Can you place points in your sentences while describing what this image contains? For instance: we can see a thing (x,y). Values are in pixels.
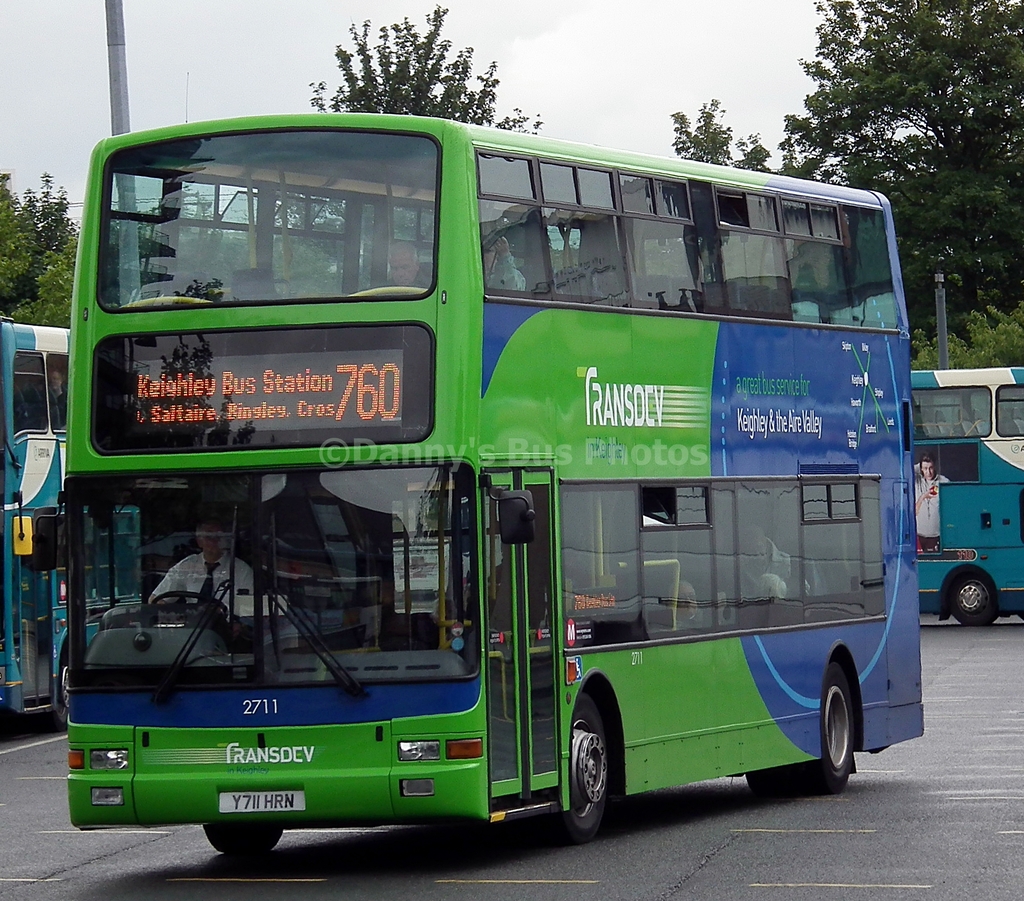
In this image a bus (232,644) is moving on a road (719,784), in the background (960,164) there are bushes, trees (863,164) and a sky (639,64).
